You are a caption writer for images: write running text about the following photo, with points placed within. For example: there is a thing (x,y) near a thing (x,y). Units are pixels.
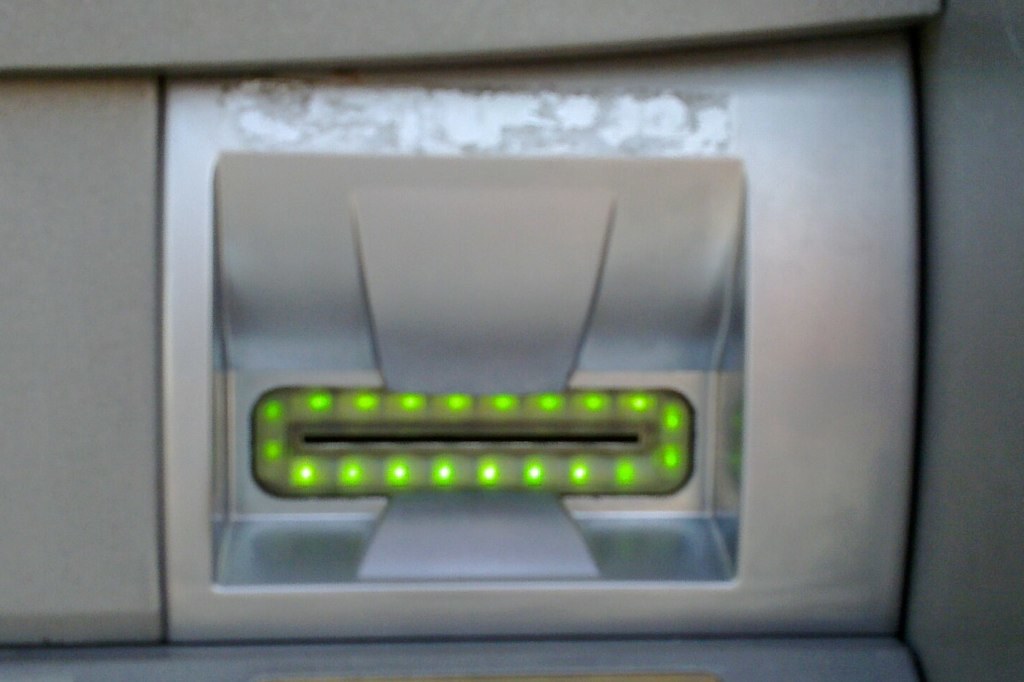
This image is slightly blurred, where we can see the ATM machine card slot (579,459).
